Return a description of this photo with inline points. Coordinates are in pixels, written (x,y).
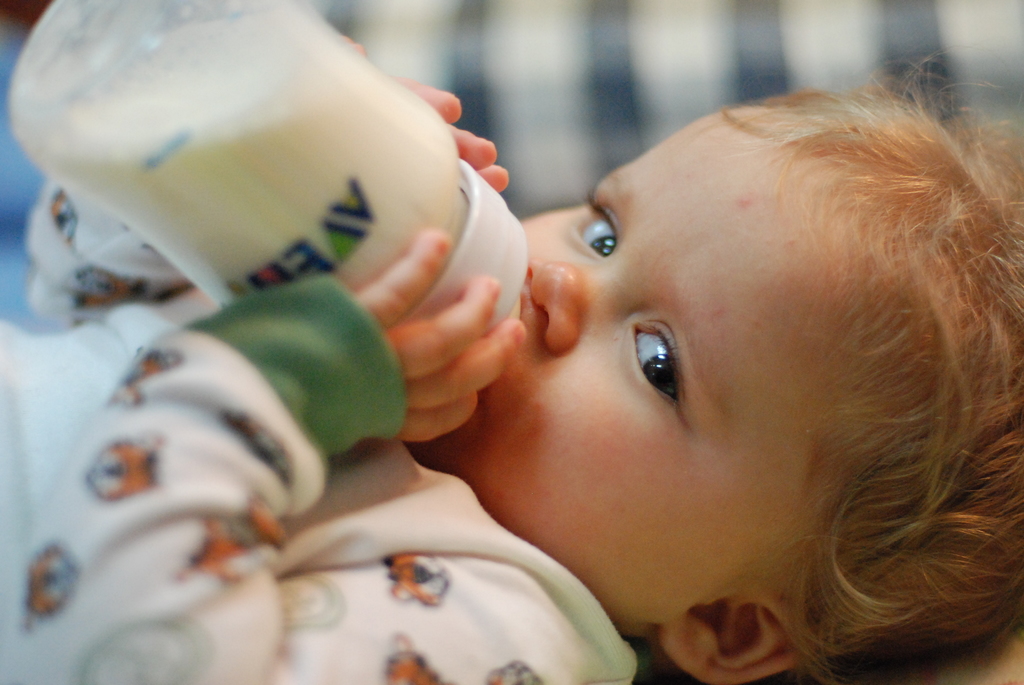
In This Picture we can see a small baby (724,443) is lying and drinking a milk (273,138) from the bottle (246,175) and seeing towards the camera.
